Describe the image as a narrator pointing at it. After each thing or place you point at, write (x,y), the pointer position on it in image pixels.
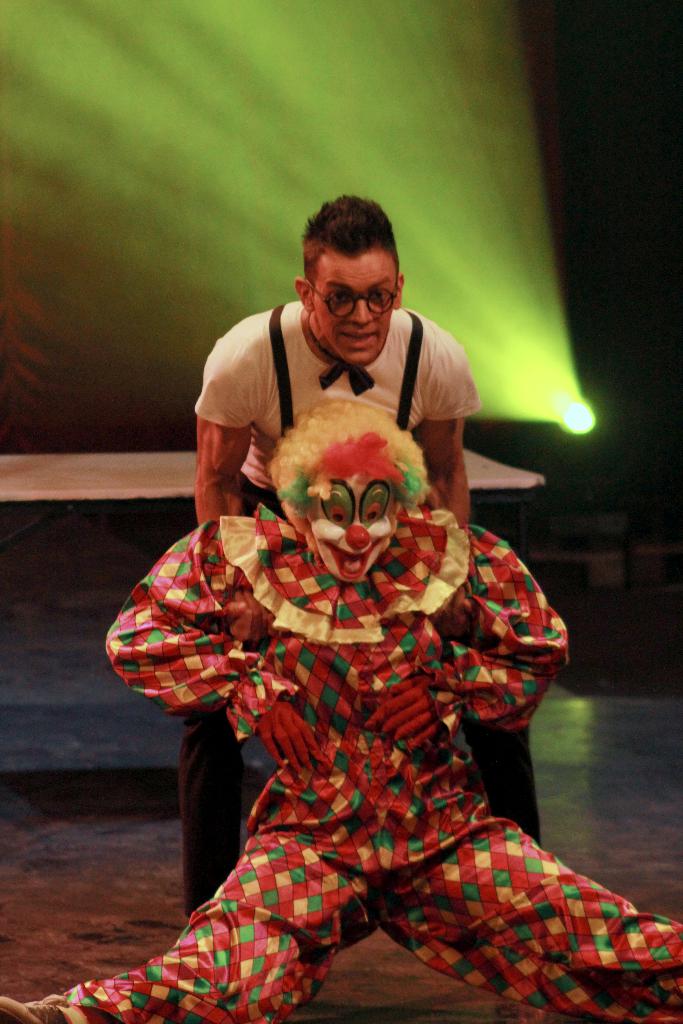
In this picture we can see two people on the ground (108,813) and in the background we can see a wooden object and light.
